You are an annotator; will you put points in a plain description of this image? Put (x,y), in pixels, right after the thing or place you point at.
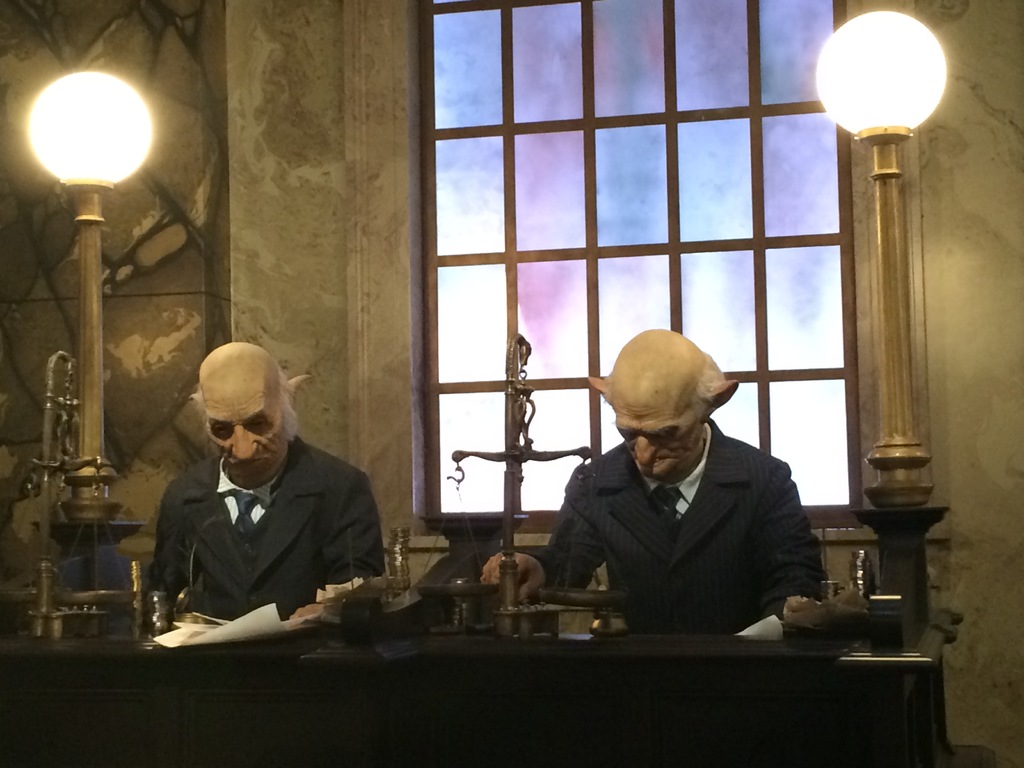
In this image there are two aliens sculptures (670,551), on either side of them there are light poles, in front of them there is a table (449,635), on that table (499,647) there are books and other objects (197,636), in the background (238,272) there is a wall (131,46) for that wall (131,46) there is a window (589,231).
